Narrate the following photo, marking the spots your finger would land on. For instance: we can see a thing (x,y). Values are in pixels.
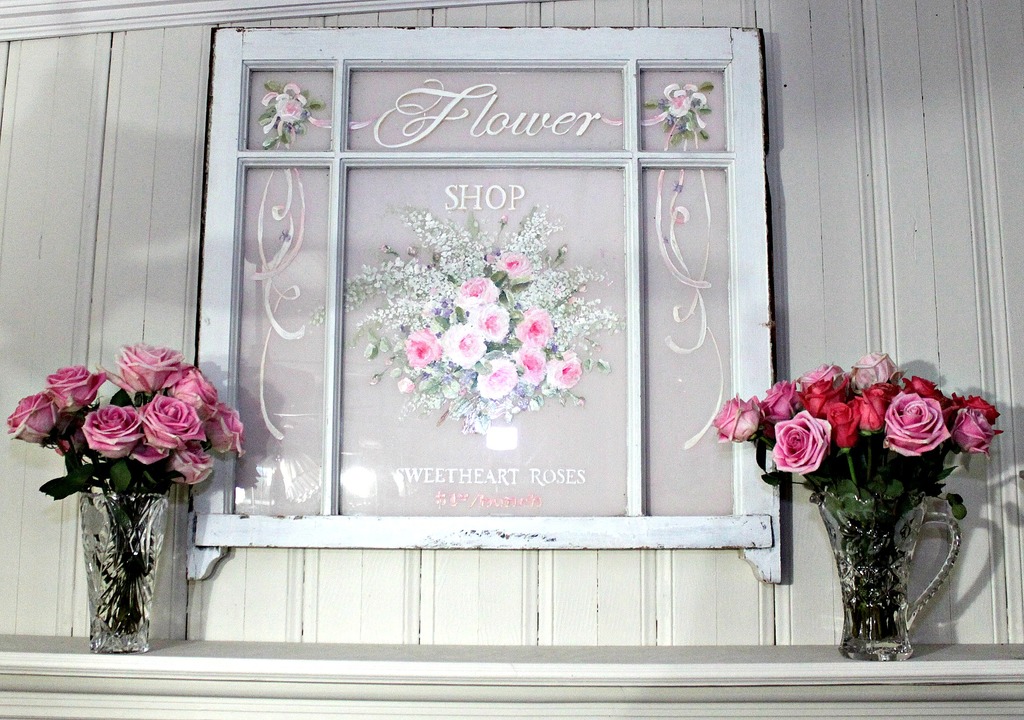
In this image there is flower vase (146,635), there are rose flowers (867,445), there is a photo frame (416,401), there is text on the photo frame (448,319), at the background of the image (149,226) there is a wall (494,563).
